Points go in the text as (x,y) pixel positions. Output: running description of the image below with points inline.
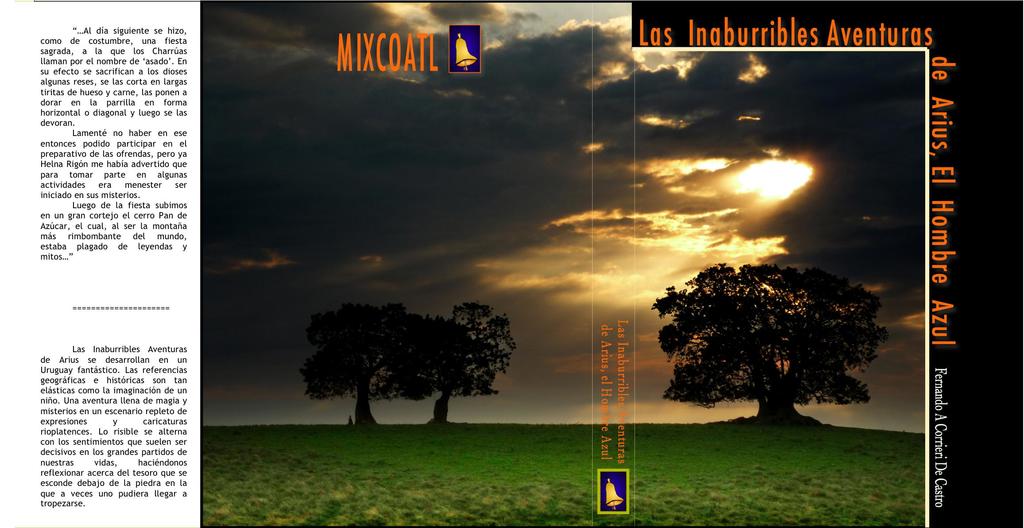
In this image we can see one poster (131,267) with text (604,357) and images (604,248). There is one object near the tree (804,349), three trees (807,421) and grass (600,450) on the ground (342,444). In the background (272,322) there is the cloudy sky (701,247).
